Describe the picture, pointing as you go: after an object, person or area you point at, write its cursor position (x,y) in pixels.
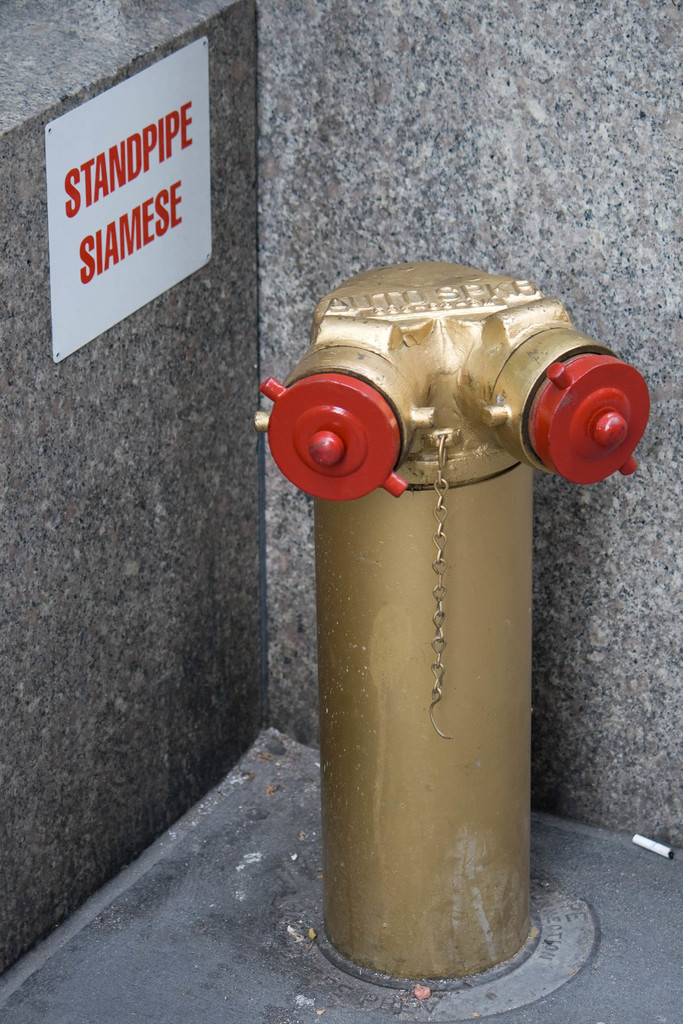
In this image in front (419,761) there is a water pipe (397,379). Behind the water pipe (347,318) there is a board (144,187) on the wall (117,405). There is some text (158,223) on the board (121,233).
